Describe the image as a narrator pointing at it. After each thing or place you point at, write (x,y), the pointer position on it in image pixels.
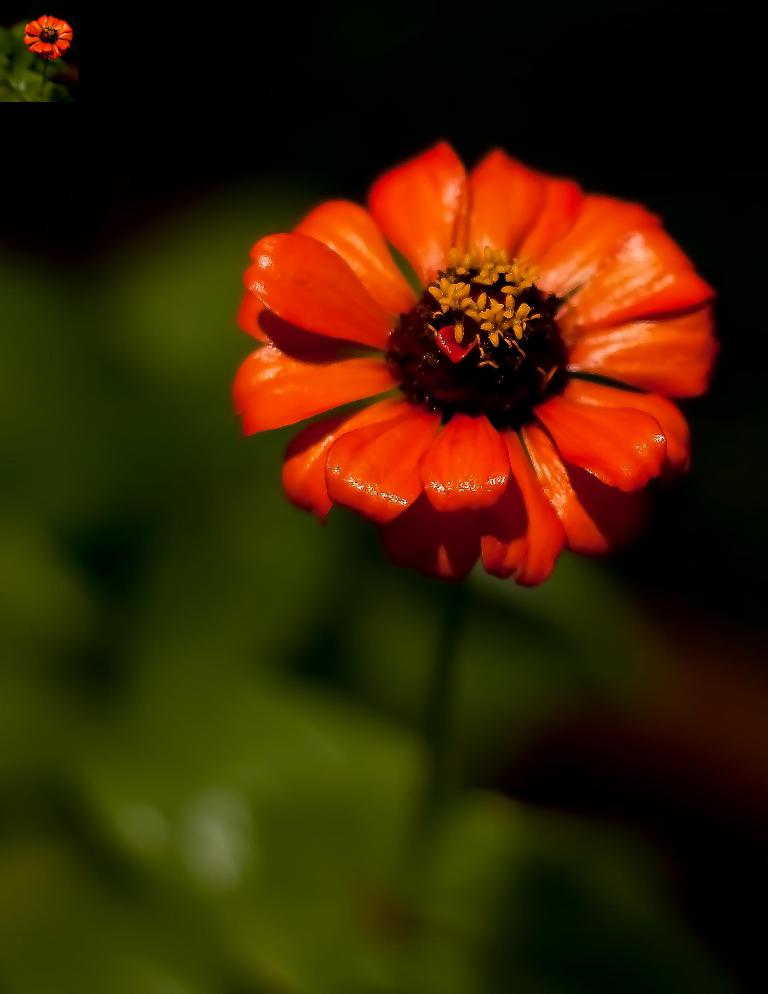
In this image there is a flower (351,472).
